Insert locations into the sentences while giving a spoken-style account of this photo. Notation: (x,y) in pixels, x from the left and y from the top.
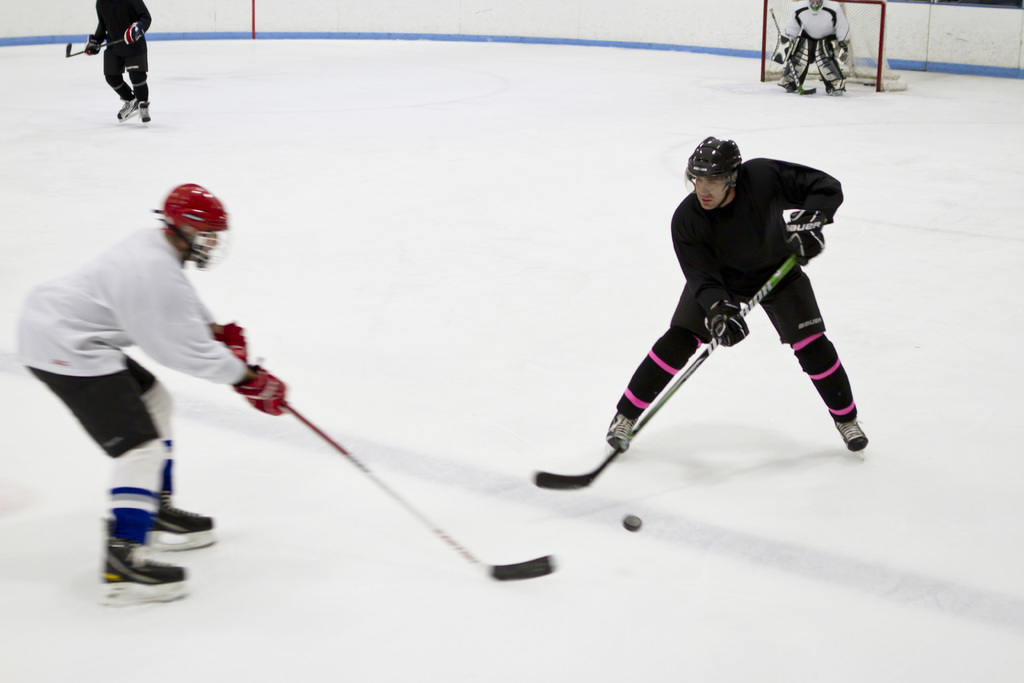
In this image we can see some persons (48,319) black and white color dress (141,424) respectively holding hockey sticks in their hands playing ice hockey in the background of the image (829,53) there is goal keeper (842,58) standing near the goal (850,9) and there is blue and white color wall (595,38).
